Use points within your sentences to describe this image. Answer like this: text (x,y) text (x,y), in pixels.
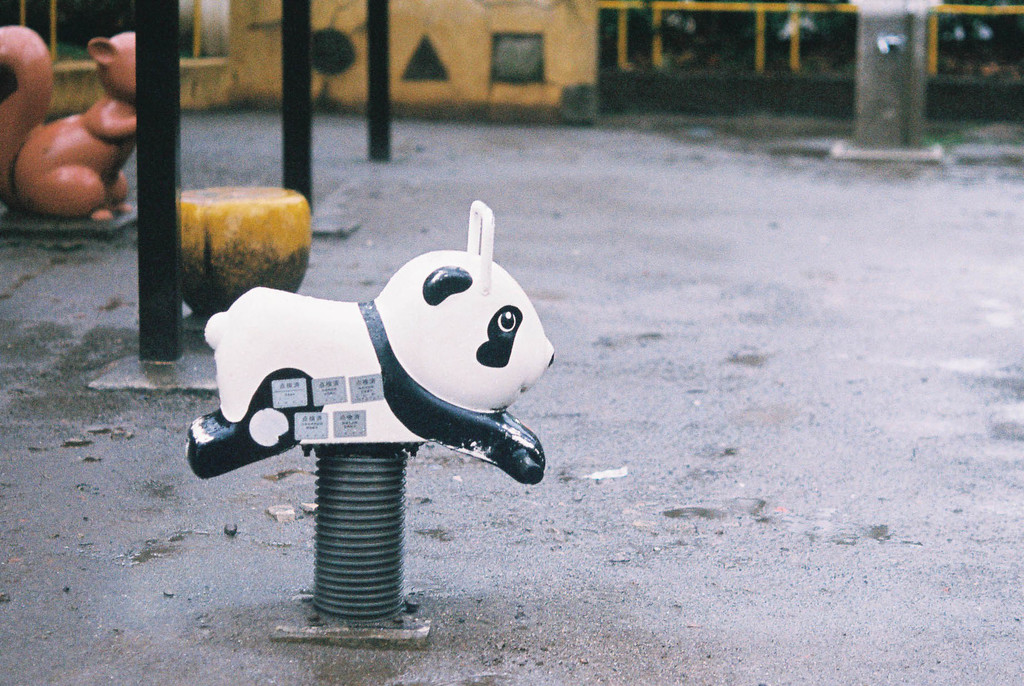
This picture is clicked outside. On the left (314,336) there is a white color panda (438,343) attached to the spring (371,521) which is attached to the ground (370,650) and there is a yellow color object (269,225) placed on the ground (328,257) and we can see the poles (161,98) and a toy of a squirrel (70,143). In the background (430,6) we can see the buildings (590,28) and some other objects (630,97).
